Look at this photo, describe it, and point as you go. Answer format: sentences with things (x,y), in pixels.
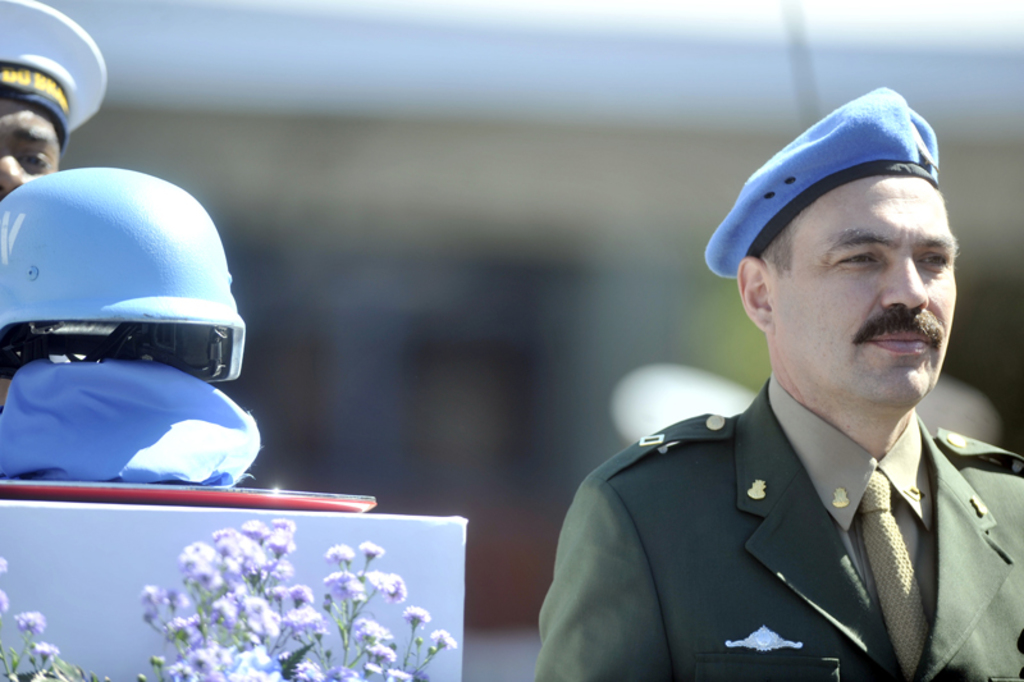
On the left side (202,252), there is a helmet (178,256) on an object (211,419), which is placed on a white colored surface (116,544) and there are plants (301,664) having flowers (304,631). Behind them, there is a person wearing a white color cap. On the right side (925,267), there is a person (925,267) in uniform (737,631), wearing a blue color cap (901,168) and watching something. And the background (199,16) is blurred.
